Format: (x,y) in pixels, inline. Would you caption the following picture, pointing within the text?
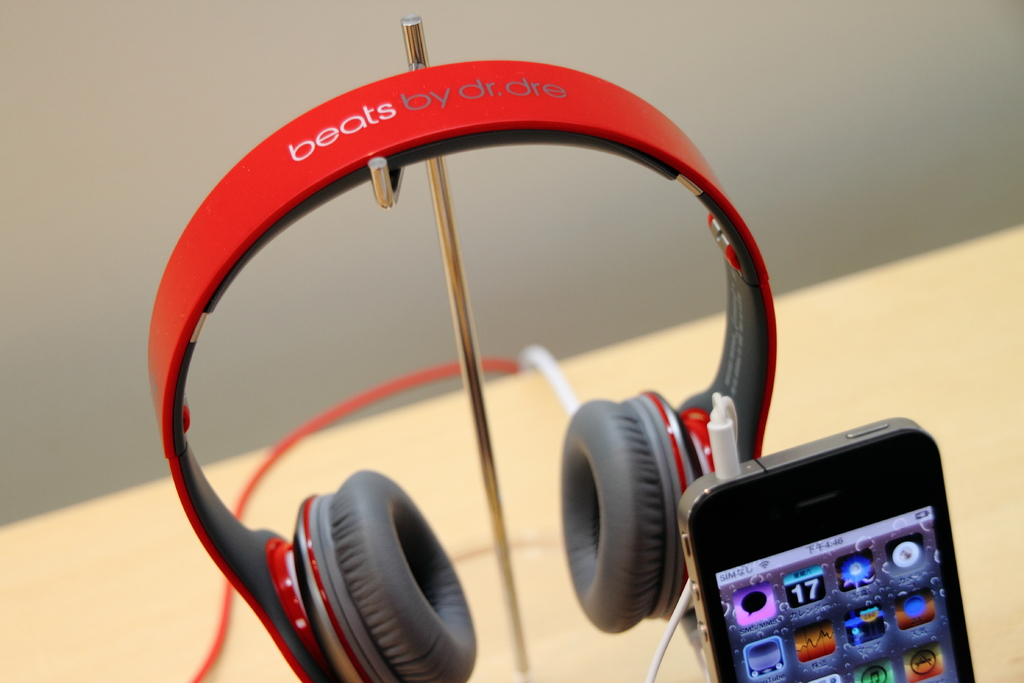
In this image, we can see headphones (731,221) on the stand (462,355). There is a phone (876,583) in the bottom right of the image (892,637). In the background (861,149), image is blurred.
